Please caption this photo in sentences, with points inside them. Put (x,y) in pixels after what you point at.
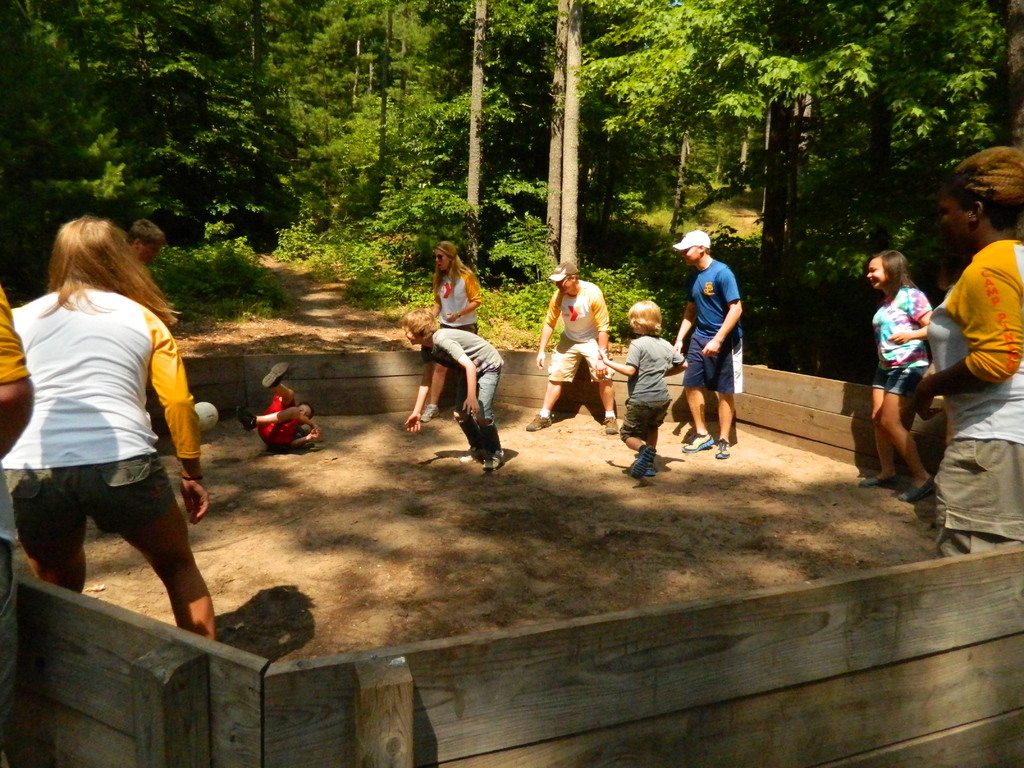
In this image I can see few people (903,342) are wearing different color dresses (923,356). Back I can see few trees (473,154) and the wooden fencing (713,677).
